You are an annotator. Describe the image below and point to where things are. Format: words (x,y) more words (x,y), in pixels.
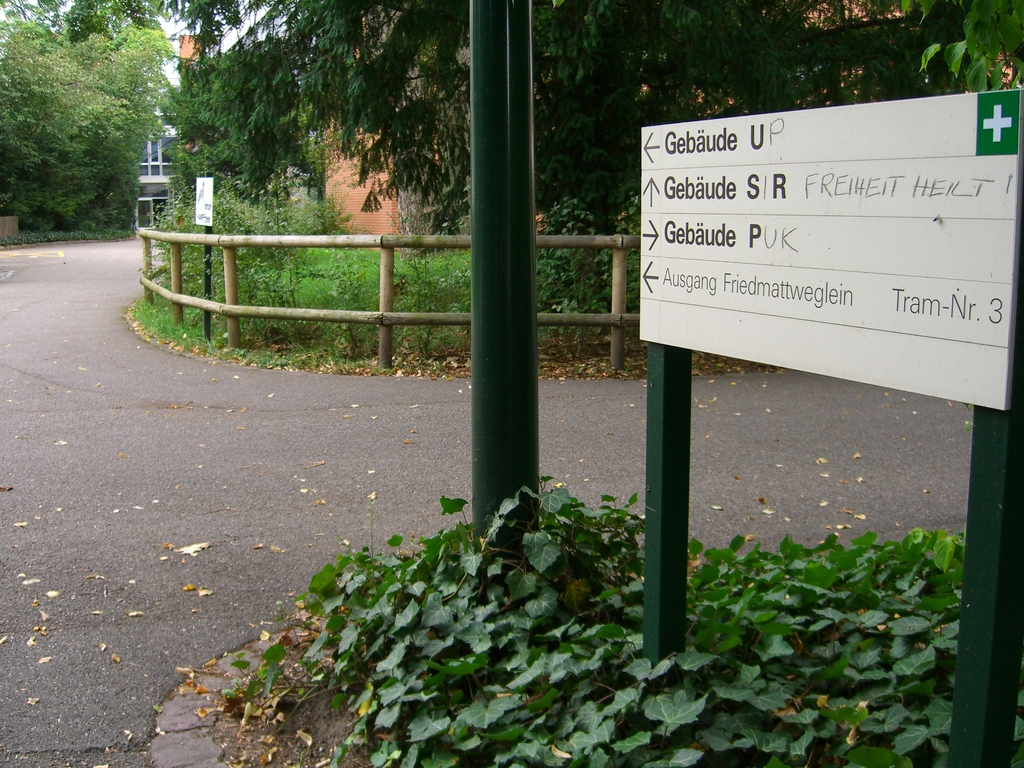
In this picture we can observe a road (65,456). There is a green color pole (489,419). We can observe a white color board (791,196) fixed to the two green color poles (676,434). There are some plants (477,599). We can observe a wooden railing (172,267) here. In the background (287,71) there are trees (197,114).
